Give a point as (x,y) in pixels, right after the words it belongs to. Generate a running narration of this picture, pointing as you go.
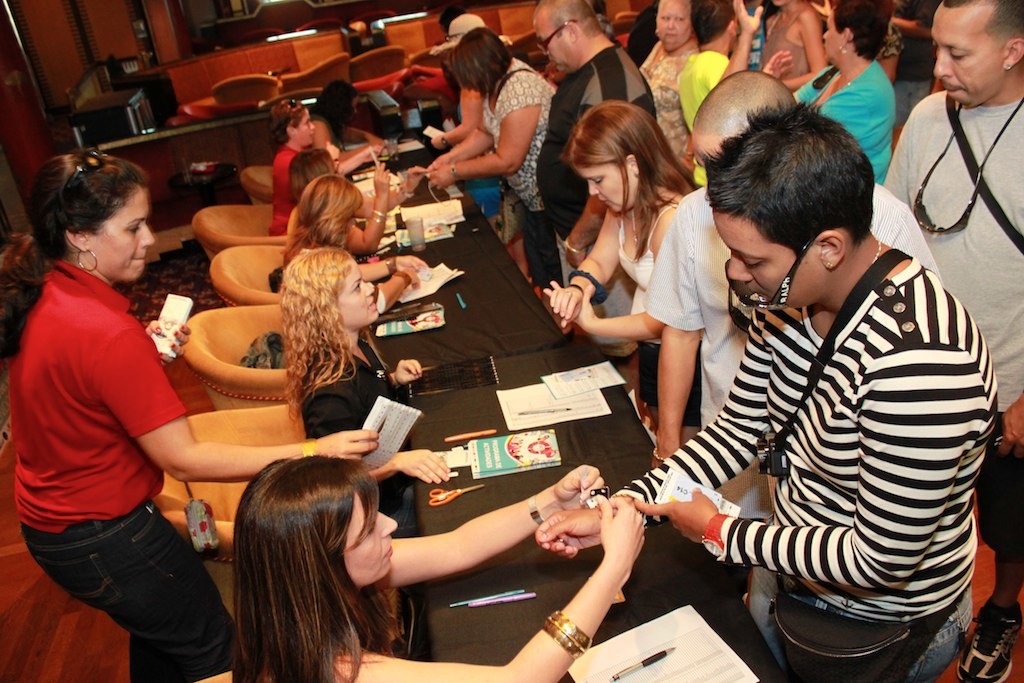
In this image there are few women (322,185) sitting on the chairs (259,401) are tying wrist bands (477,377) to the people (641,190) standing in front of them. In between them there is a table (423,338). On top of the table (489,493) there are pens (489,432), papers (460,458) and scissors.
